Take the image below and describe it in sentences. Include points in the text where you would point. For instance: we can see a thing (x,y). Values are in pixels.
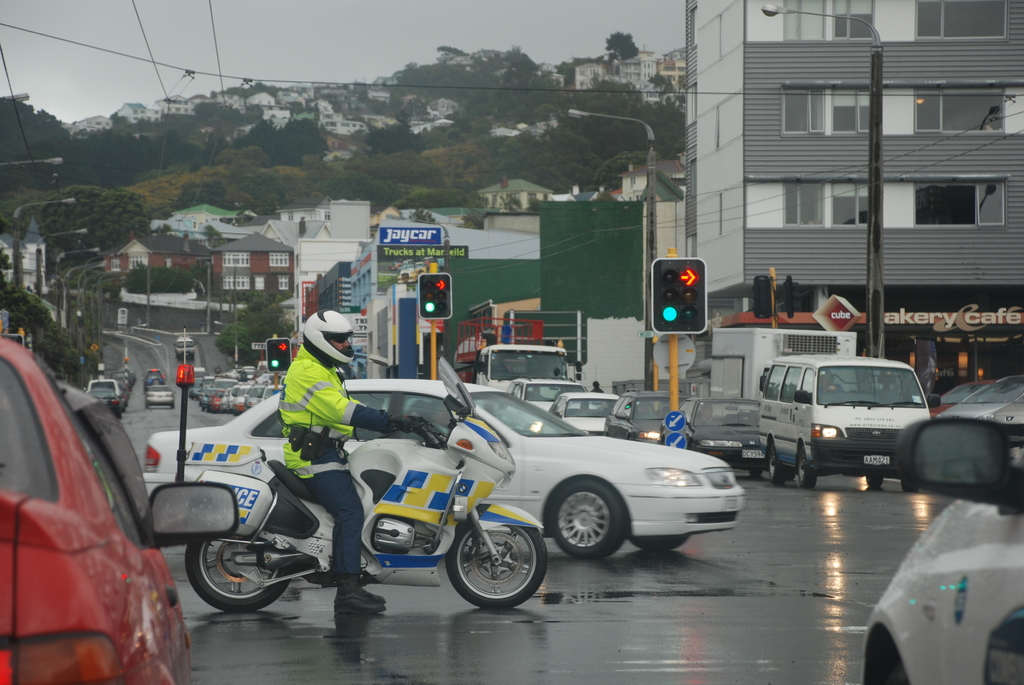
In this image I can see number of vehicles (246,424) on road (722,618). I can see a man (322,443) is sitting on a motorcycle (281,468) and I can see he is wearing neon colour jacket (317,415) and white colour helmet (339,336). In the background (633,377) I can see number of buildings (457,211), number of trees (269,145), number of signal lights (448,308), poles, street lights (813,15), few boards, wires (537,255) and on these boards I can see something is written. Here I can see few sign boards (687,440).
